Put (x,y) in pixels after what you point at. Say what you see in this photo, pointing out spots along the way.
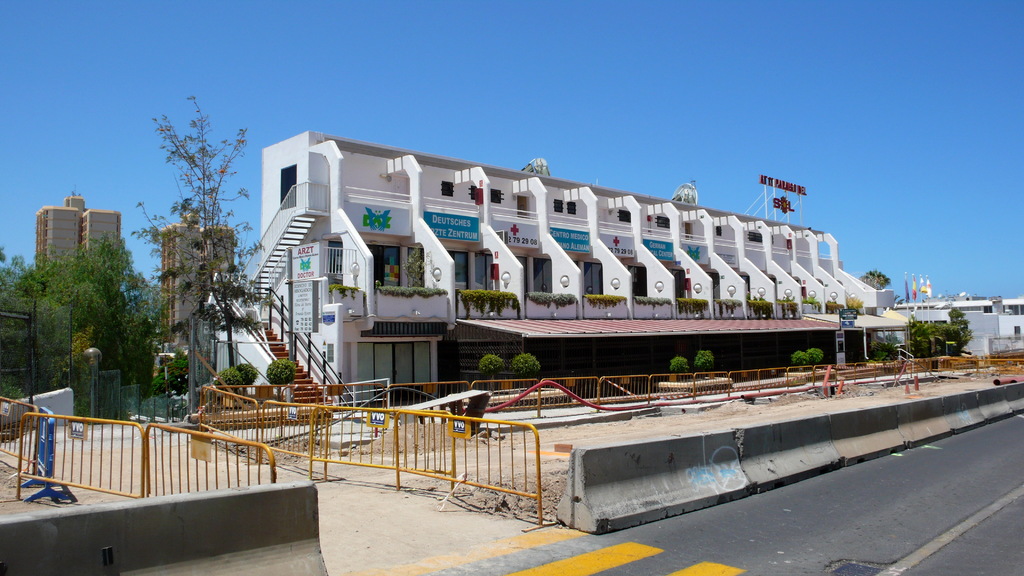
In this image we can see few buildings (639,251). In front of the building (559,260) we can see a group of barriers (729,479), houseplants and a road (851,472). Beside the building (461,316) we can see a group of trees (145,283) and fencing (44,342). At the top (748,142) we can see the sky (479,124). On the building (427,234) we can see few boards (612,239).
